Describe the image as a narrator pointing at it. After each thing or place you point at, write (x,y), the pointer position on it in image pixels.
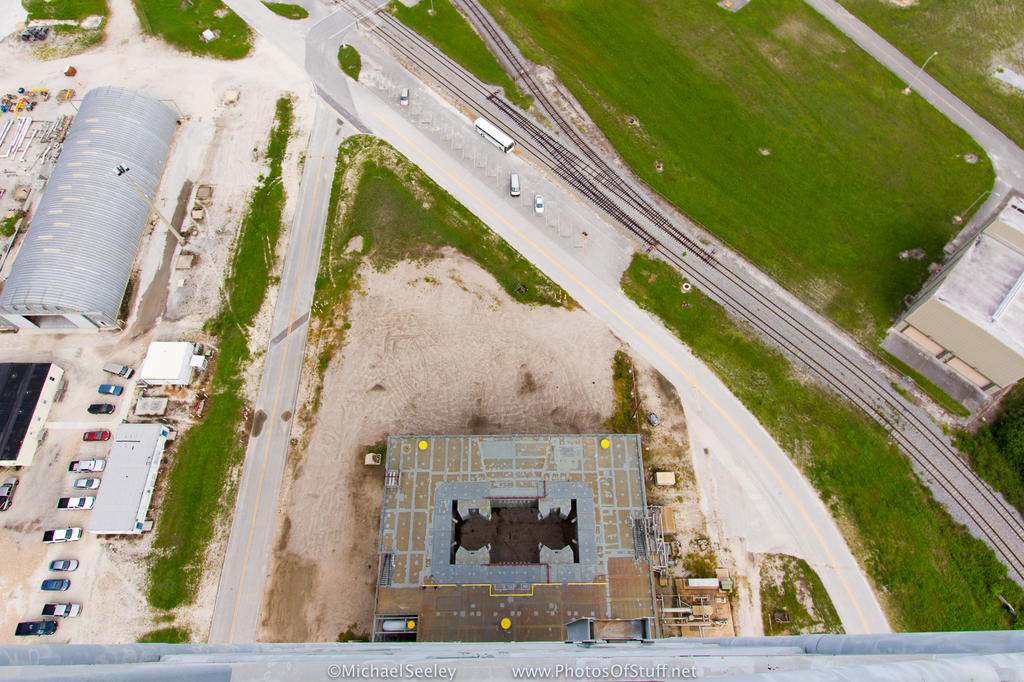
In this picture I can see buildings (155,169), vehicles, trees (1023,410), poles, lights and there are watermarks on the image.
